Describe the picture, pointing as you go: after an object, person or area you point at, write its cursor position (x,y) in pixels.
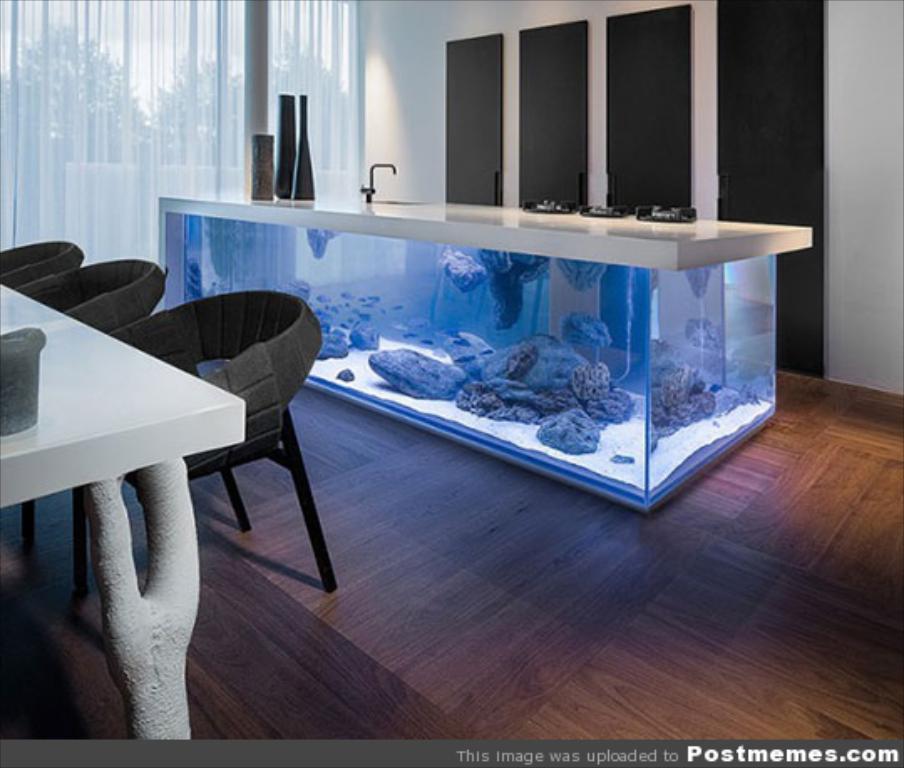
This is an inside view of a room (146,243). On the left side (102,461), I can see a table (71,393) and three empty chairs (132,343). Beside that there is another table (370,219) which is made up of glass (405,296). Inside this I can see some rocks (510,388). In the background (198,74), I can see the wall (404,45) and a curtain (144,57).
